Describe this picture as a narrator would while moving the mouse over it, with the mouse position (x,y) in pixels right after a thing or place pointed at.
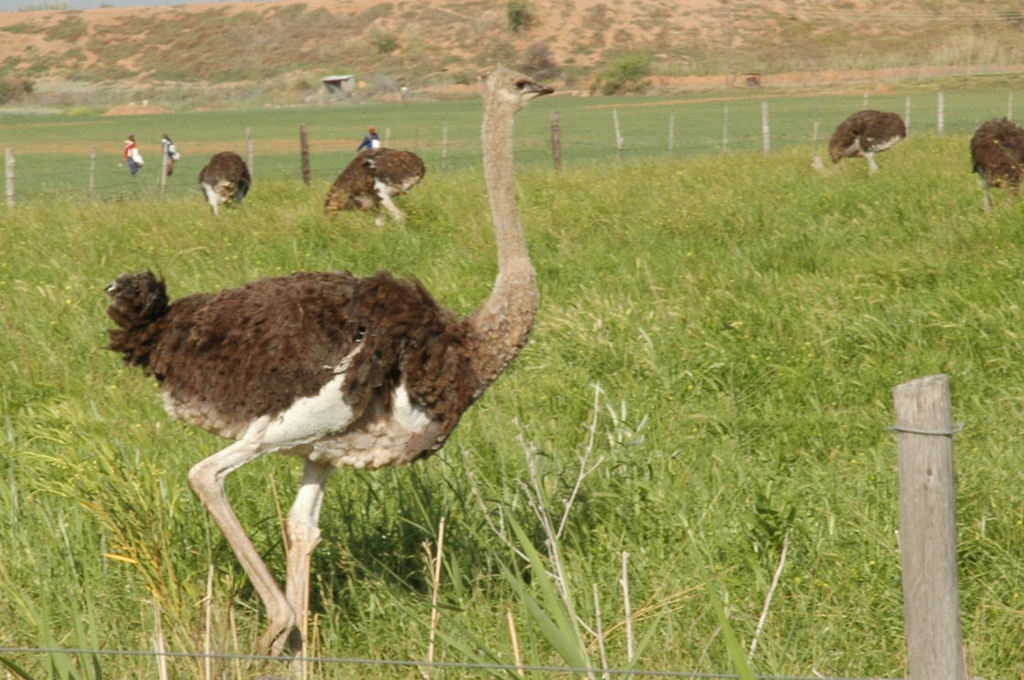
Here we can see birds (231,166) and there are persons (135,148). This is grass (669,392) and there is a fence (763,135). And there are plants (634,76).
